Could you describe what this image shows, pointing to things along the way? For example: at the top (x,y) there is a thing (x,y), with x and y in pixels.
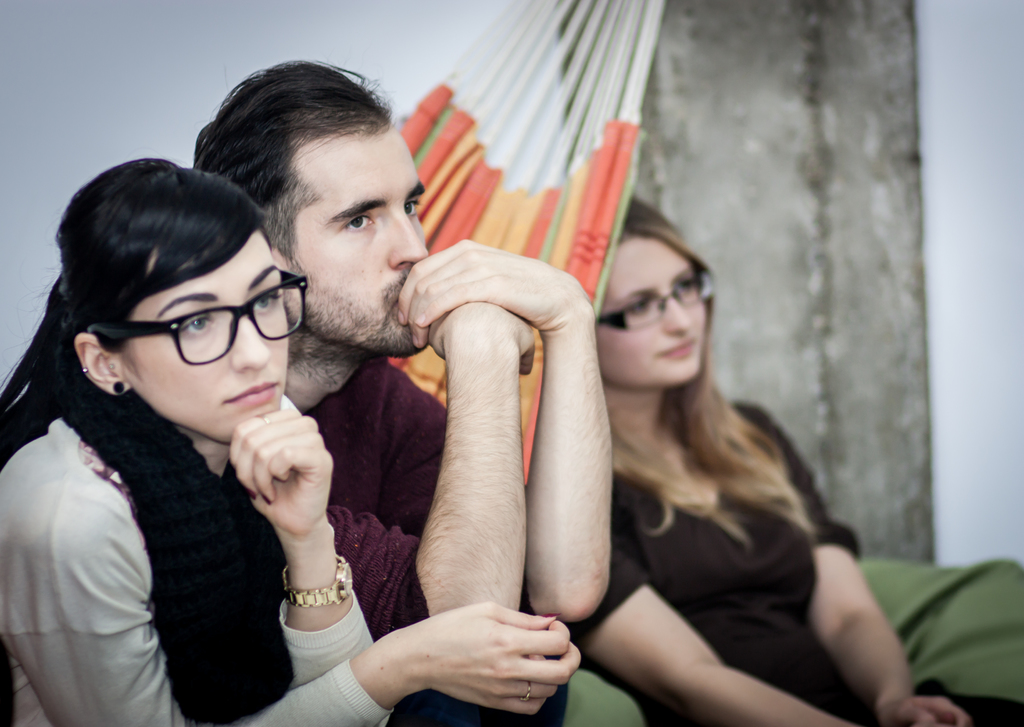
In this image we can see two woman (770,459) and one man (407,487) is sitting, man (377,599) is wearing maroon color sweater (382,451). One woman (338,606) is wearing white dress (138,553) and the other one (716,613) is wearing brown dress (745,573).
